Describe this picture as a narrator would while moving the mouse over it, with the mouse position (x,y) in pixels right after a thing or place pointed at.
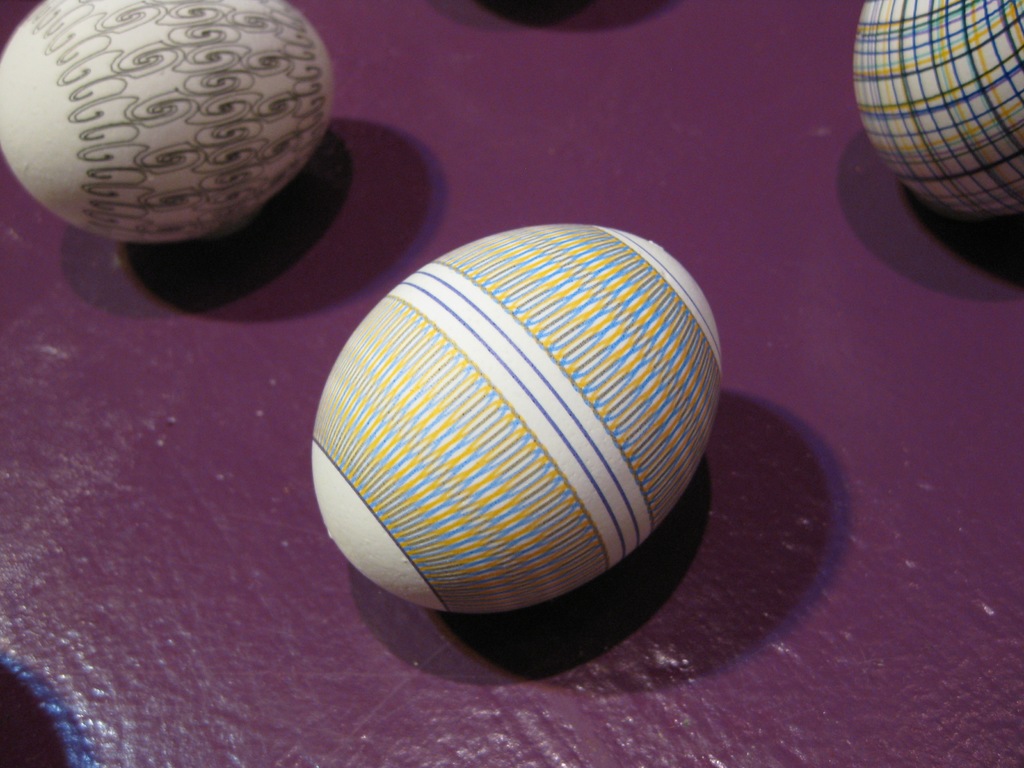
Here I can see three eggshells (546,255) with some designs (175,107) on them. There are placed on a surface (406,654).
